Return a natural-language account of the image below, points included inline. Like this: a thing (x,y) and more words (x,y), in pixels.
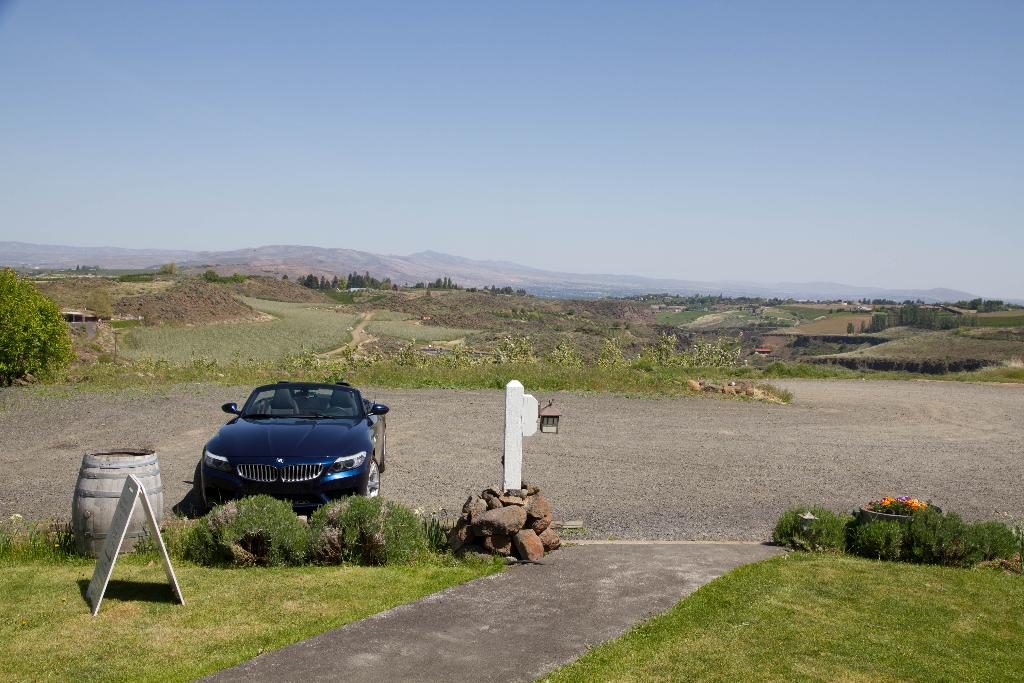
In this image we can see the car (301,427) on the ground (489,479). And there are stones (512,509) with wooden stick (515,429) and light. And we can see the board (127,499), barrel (116,468), grass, trees (312,283), mountains (442,262) and the sky (593,227).
